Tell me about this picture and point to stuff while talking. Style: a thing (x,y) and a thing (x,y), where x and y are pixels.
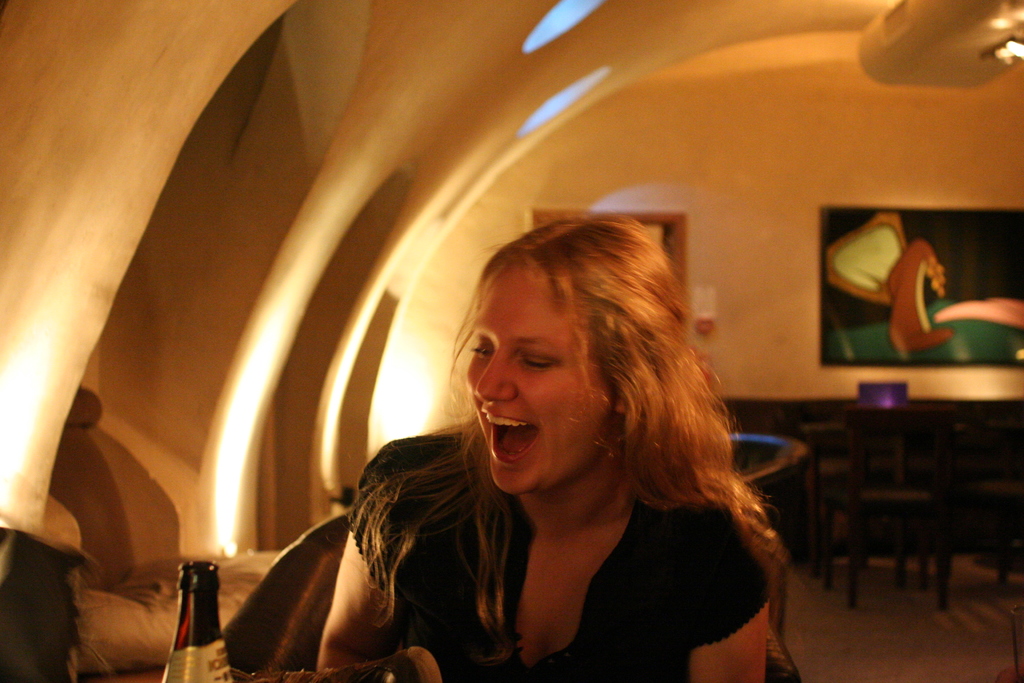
In this image we can see a woman (502,422) with long hair (674,389), wearing a black dress (601,607) sitting in front of a bottle (199,664). In the background (778,440), we can see a group of chairs (1001,497) placed on the floor (988,622) and photo frames (952,287) on the wall (848,156) and some lights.
